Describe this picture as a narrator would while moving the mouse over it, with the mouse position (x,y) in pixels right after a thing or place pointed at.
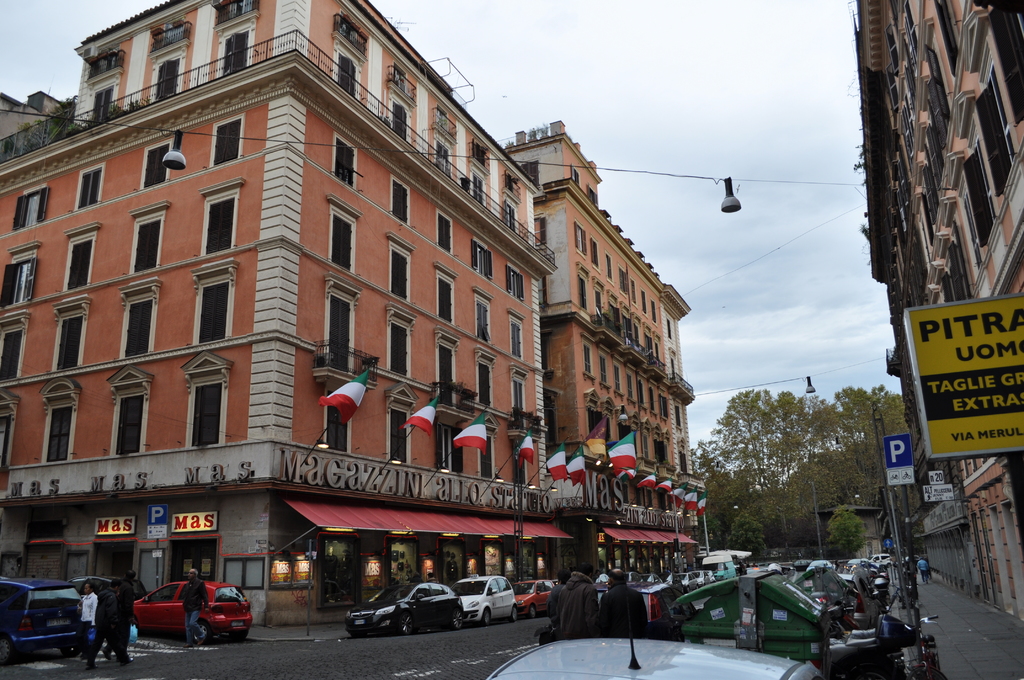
This image consists of many cars (647,678) parked on the road (453,635). And we can see many people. On the left (281,406) and right, there are buildings (605,343). And we can see the flags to the building (203,547). At the top (609,74), there is sky (748,207). In the background (808,499), there are many trees (784,518).
